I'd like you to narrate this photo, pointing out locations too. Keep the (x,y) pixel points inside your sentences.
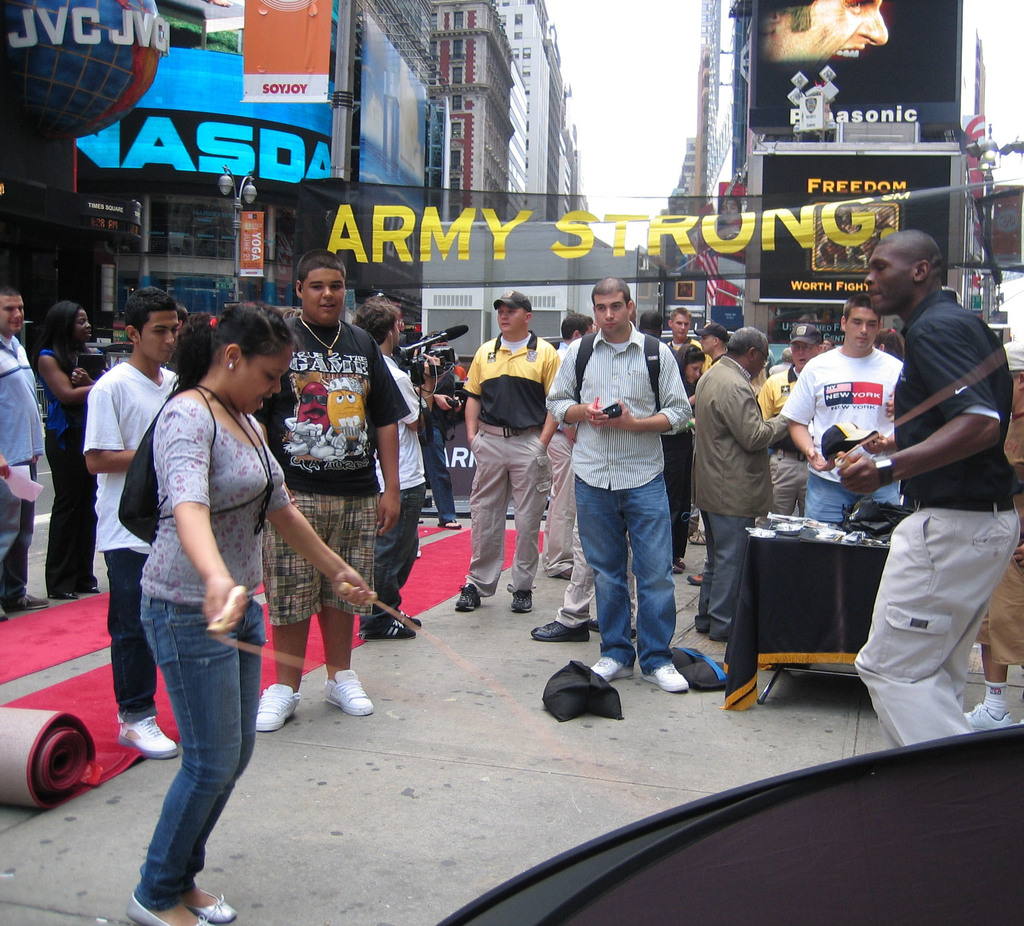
In this image there is a woman (224,461) carrying a bag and a man (929,428) wearing a black T-shirt (939,413) are skipping on the floor (395,780). Few persons (72,459) are standing on the floor (24,688) having carpets (95,691). Right side (778,531) there is a table (808,555) having few objects (803,527) on it. Person (836,373) wearing a white T-shirt (842,414) is holding a cap (831,448) in his hand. There are few banners (344,213). Behind there are few buildings (22,140). Top of the image (680,112) there is sky (641,128).
